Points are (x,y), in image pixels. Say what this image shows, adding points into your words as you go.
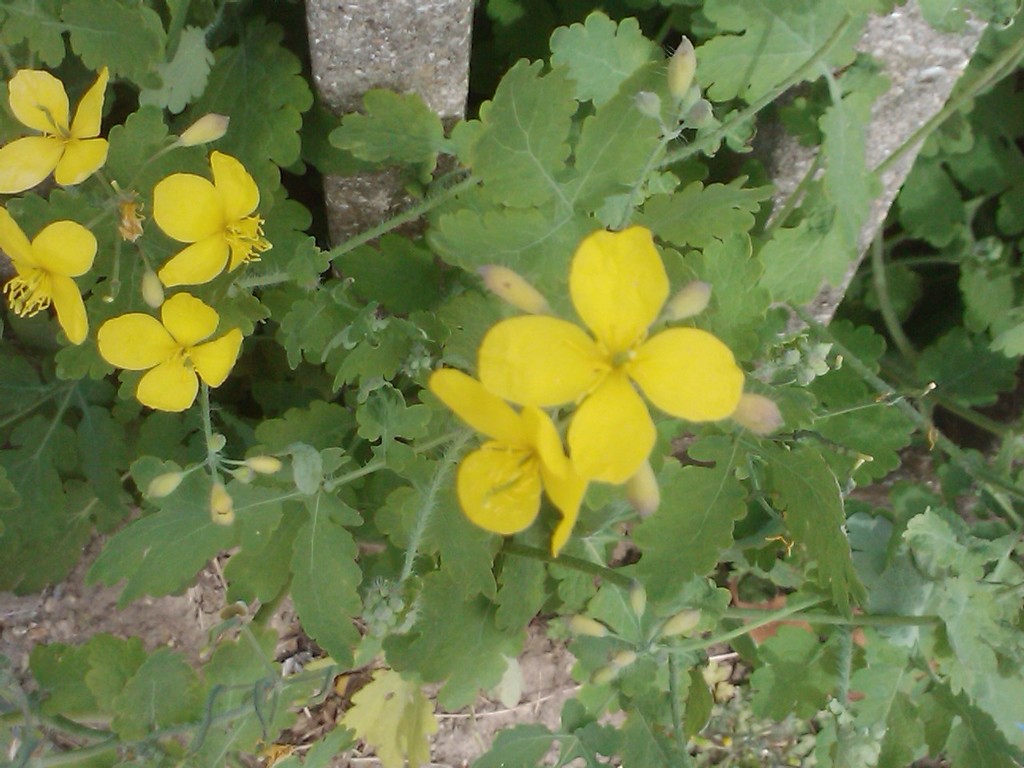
In this picture we can see flowers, here we can see plants (380,579) on the ground (628,552) and in the background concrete posts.
